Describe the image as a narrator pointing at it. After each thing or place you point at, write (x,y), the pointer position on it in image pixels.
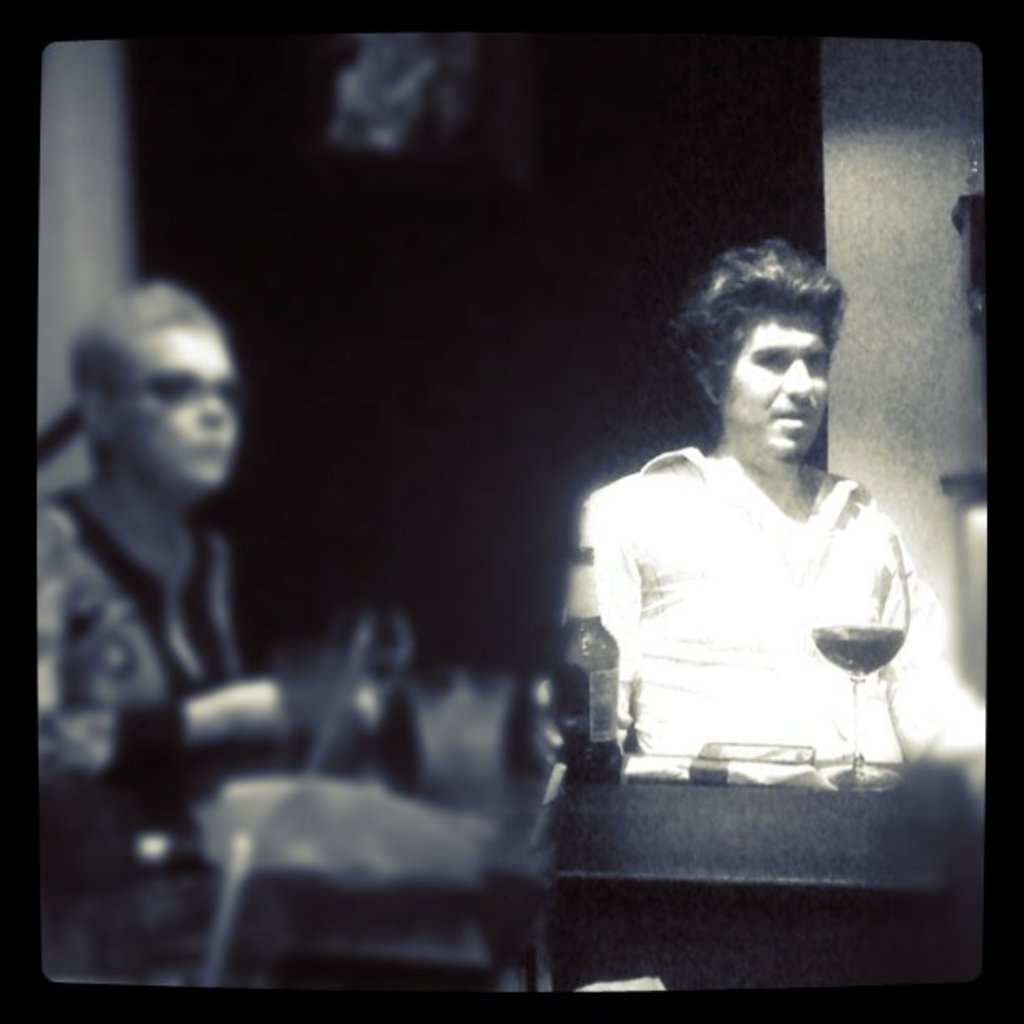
In the center of the image (661,600) there are two persons (803,275).
